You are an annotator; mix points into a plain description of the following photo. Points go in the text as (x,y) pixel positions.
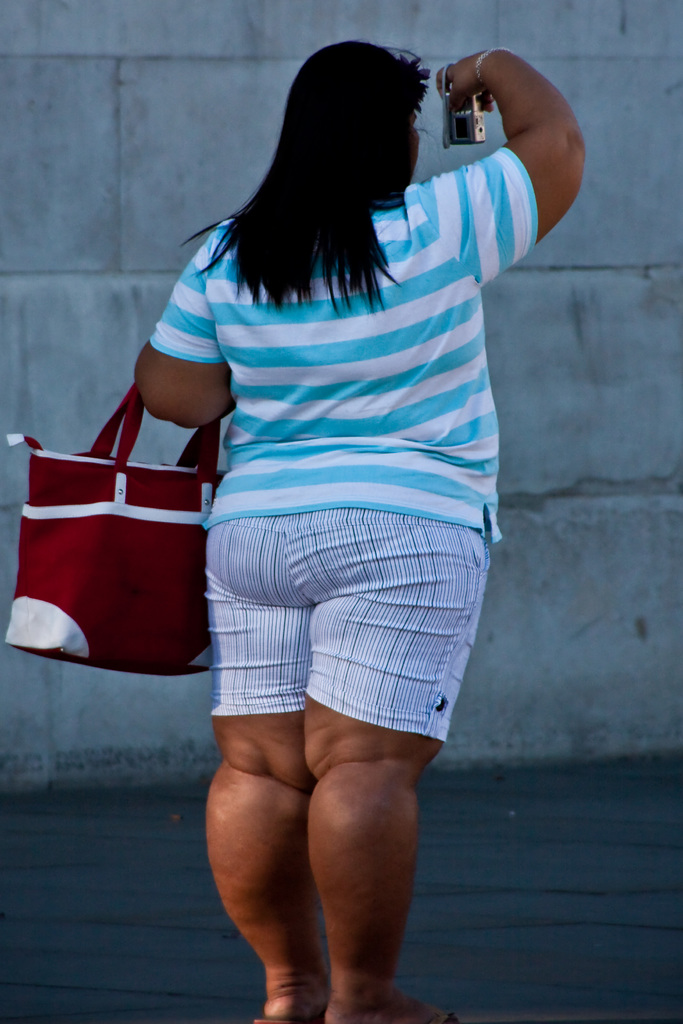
In this picture there is a woman (412,531) who is wearing t-shirt (351,402), short (334,515) and slipper (254,1023). She is holding a camera (447,133) and red color purse (164,530). On the background (572,482) we can see a wall (599,412).
